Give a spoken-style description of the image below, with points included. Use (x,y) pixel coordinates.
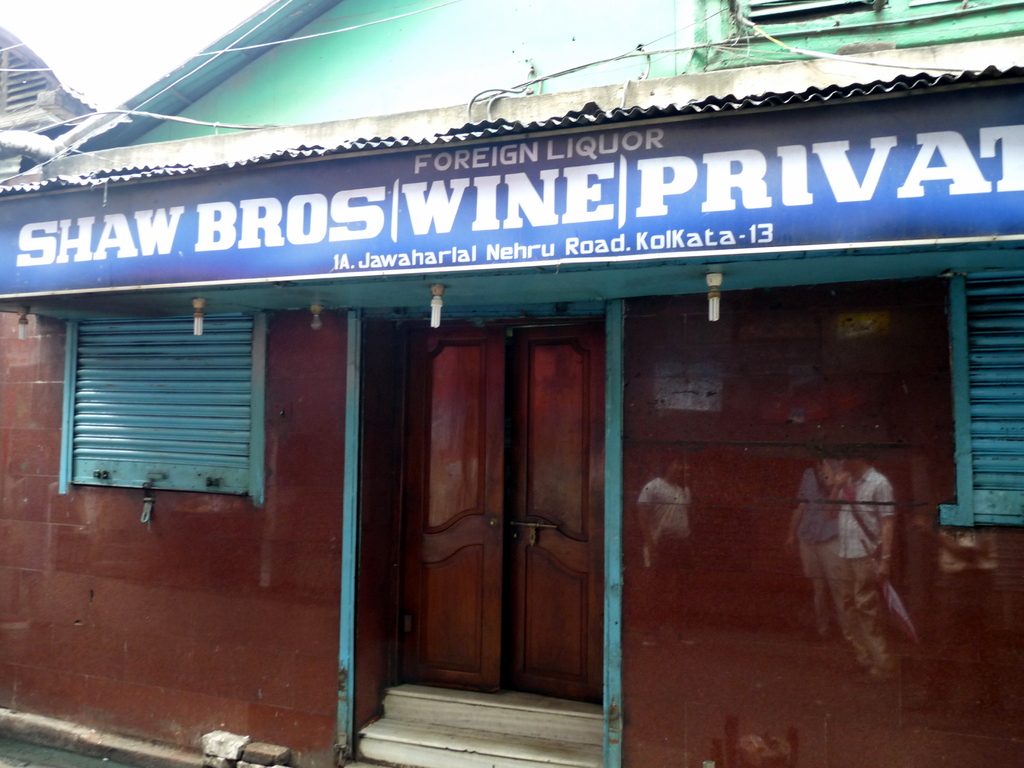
In this image we can see a house (512,443). There are windows (961,428), stairs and a door (582,484) to the house (219,434). On the house (433,281) we can see the reflection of persons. At the top of the house (699,618) we can see a board (861,193) with text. In the top left (69,51), we can see another house (28,87) and the sky (52,47).
